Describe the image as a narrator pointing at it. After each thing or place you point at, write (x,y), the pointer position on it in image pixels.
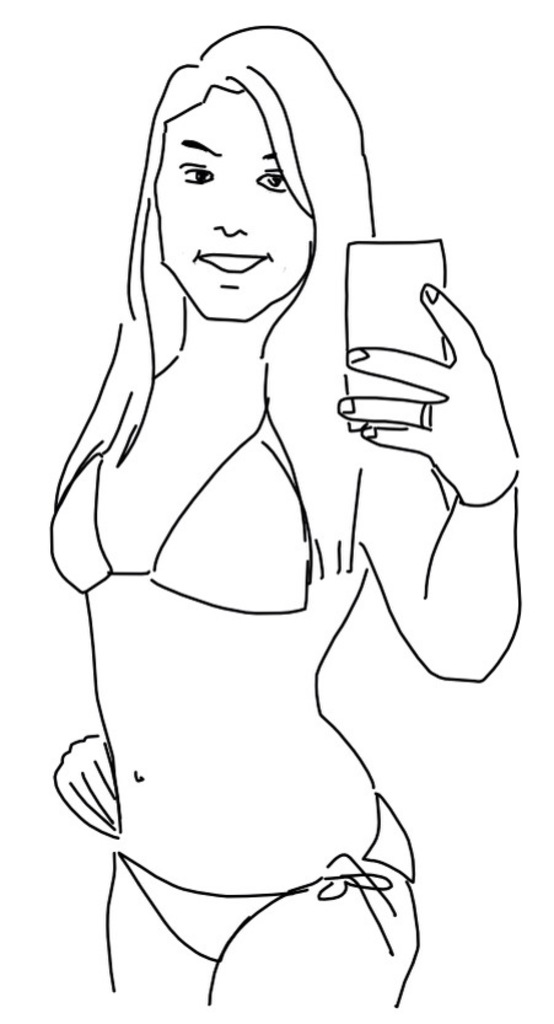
In this image we see a sketch (165,492) of a woman (312,287) holding an object (354,291) looks like a cellphone (413,280).
